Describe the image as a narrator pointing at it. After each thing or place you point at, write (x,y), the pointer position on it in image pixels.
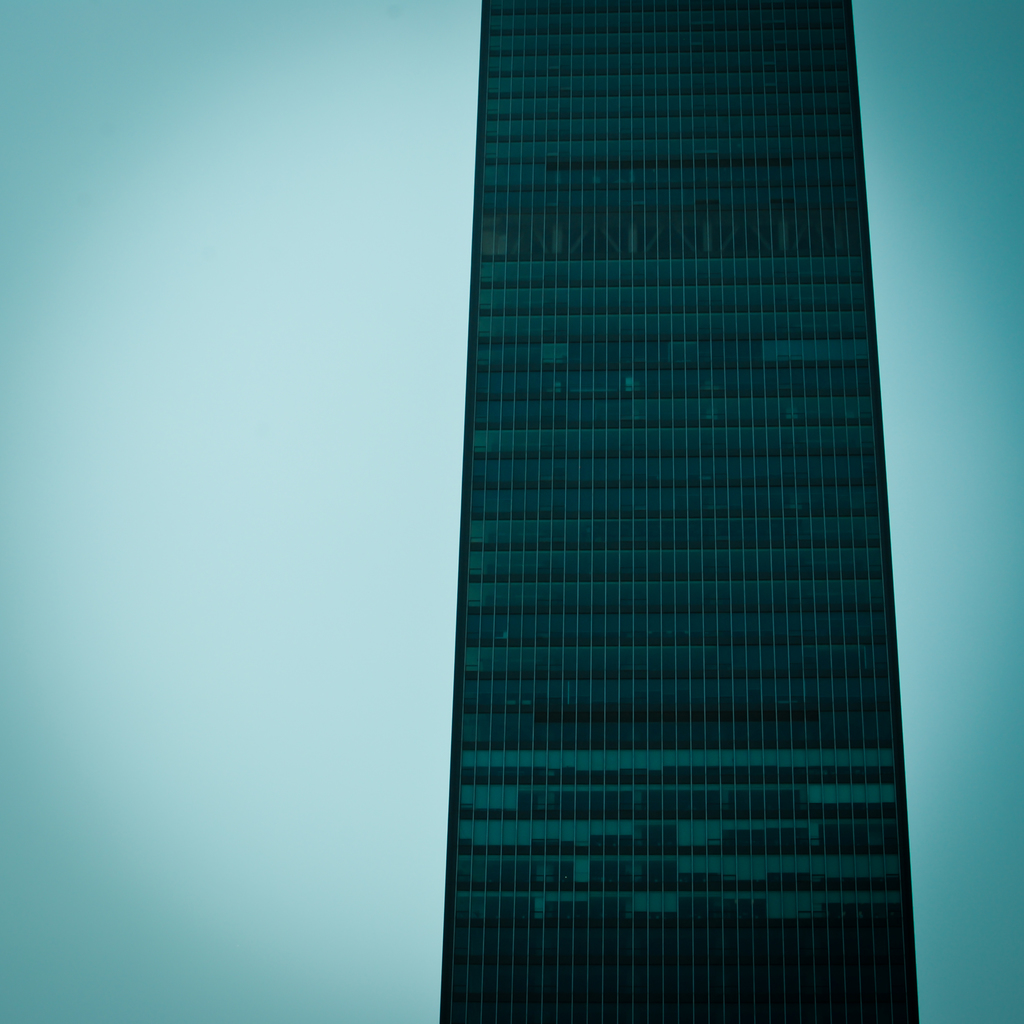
In this image there is a building (577,464).
